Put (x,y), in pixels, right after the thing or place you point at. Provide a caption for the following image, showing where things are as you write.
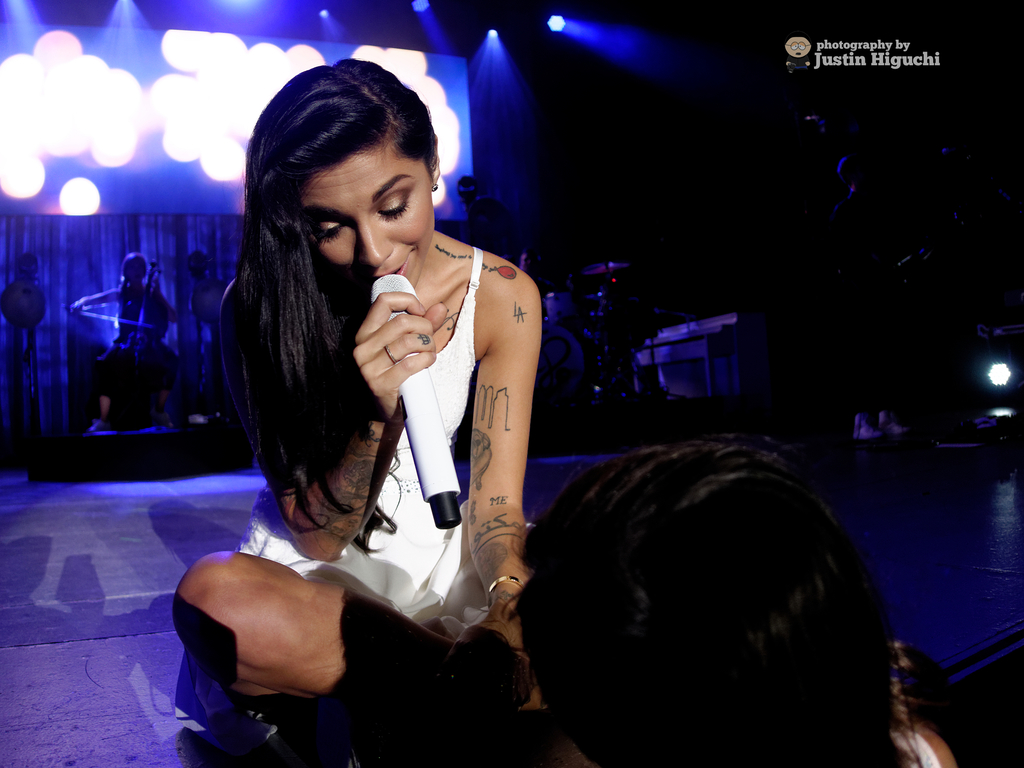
In the foreground of this image (661,505), there is a person's head (729,620) on the bottom (733,637) and also a woman (390,374) holding mic (431,409) is sitting on the stage (131,745). In the dark background (95,340), there are lights (266,66), screen (153,154), a woman (170,372) playing cello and seems like a curtain (49,244) in the background (44,242).
